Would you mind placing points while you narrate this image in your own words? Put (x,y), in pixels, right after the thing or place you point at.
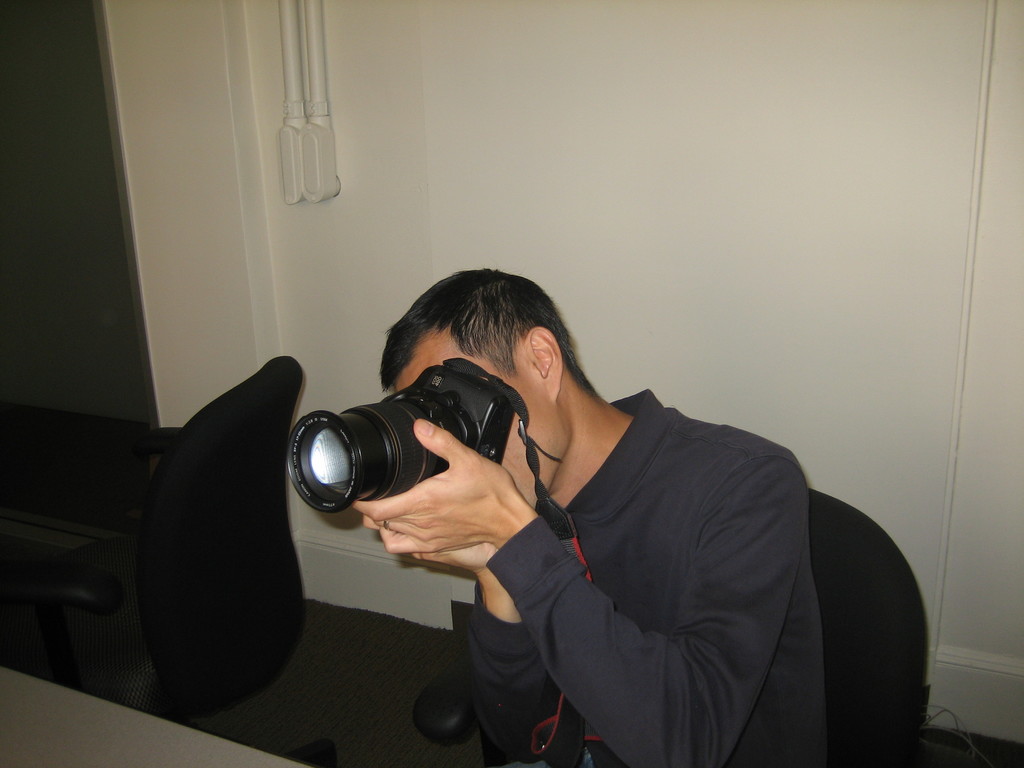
In this picture we can see a man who is holding a camera (383,431) with his hand (446,509). On the background (915,210) there is a wall (920,119). And this is the table (94,728).
